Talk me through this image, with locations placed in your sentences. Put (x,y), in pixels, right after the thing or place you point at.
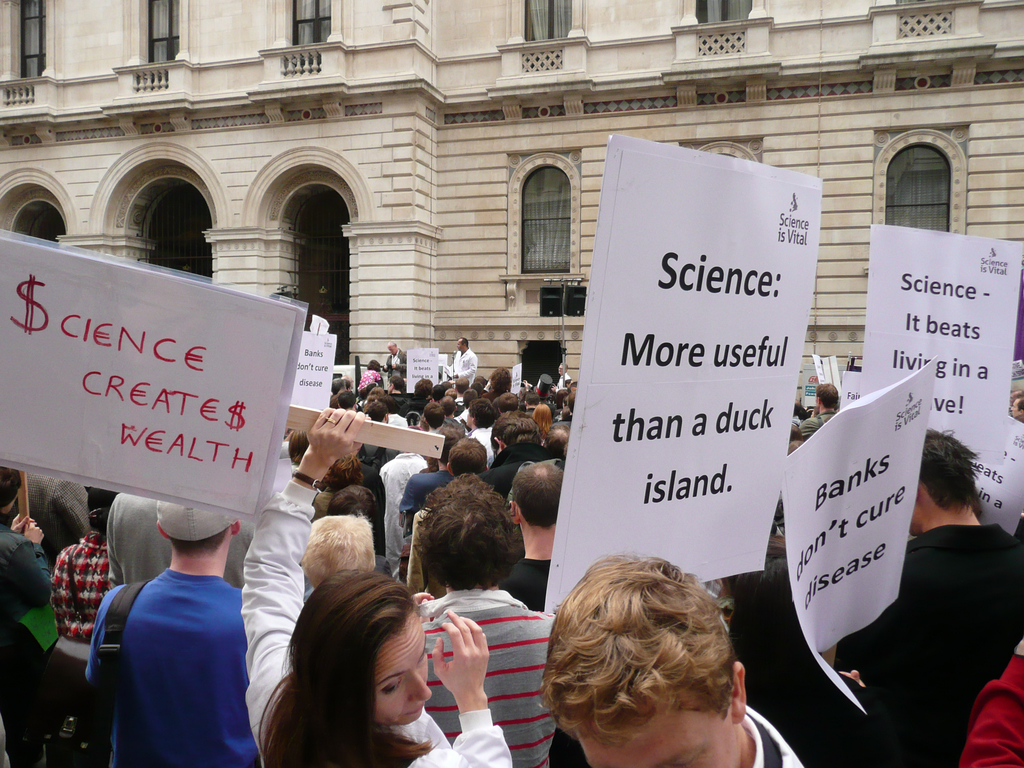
In this image we can see many people (356,508). Some are holding placards (574,432). In the back (306,61) there is a building (354,81) with windows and arches (166,182).
